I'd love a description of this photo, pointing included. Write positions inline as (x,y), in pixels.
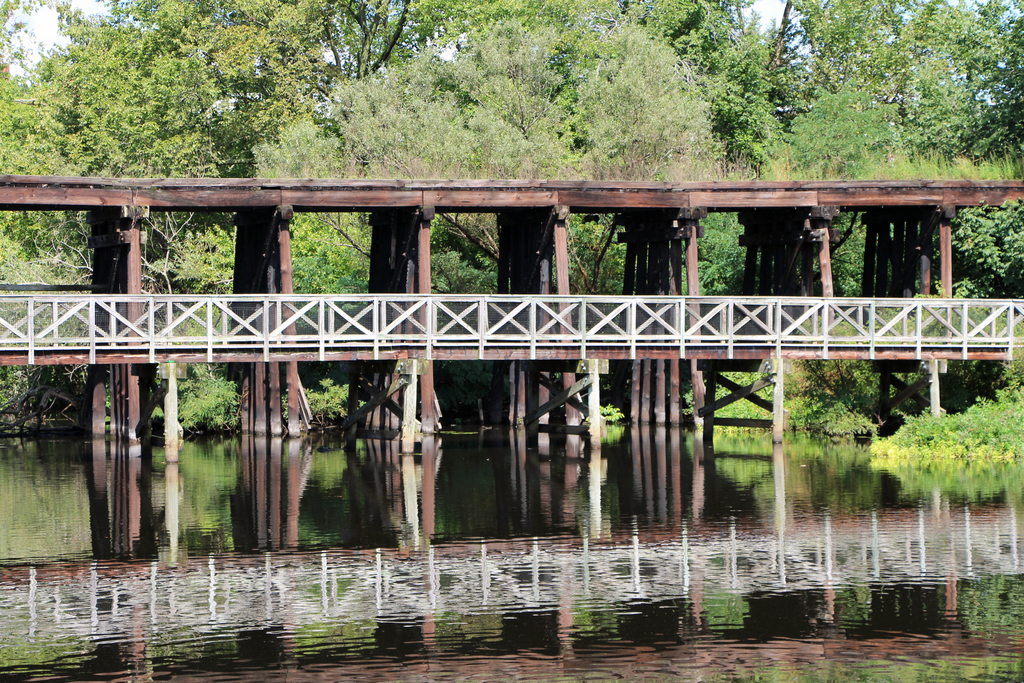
In this picture we can see a wooden bridge (107,351) with white fencing railing (95,338). Behind there is some trees (167,164) and in the front (420,562) bottom side we can see river water (699,638).
